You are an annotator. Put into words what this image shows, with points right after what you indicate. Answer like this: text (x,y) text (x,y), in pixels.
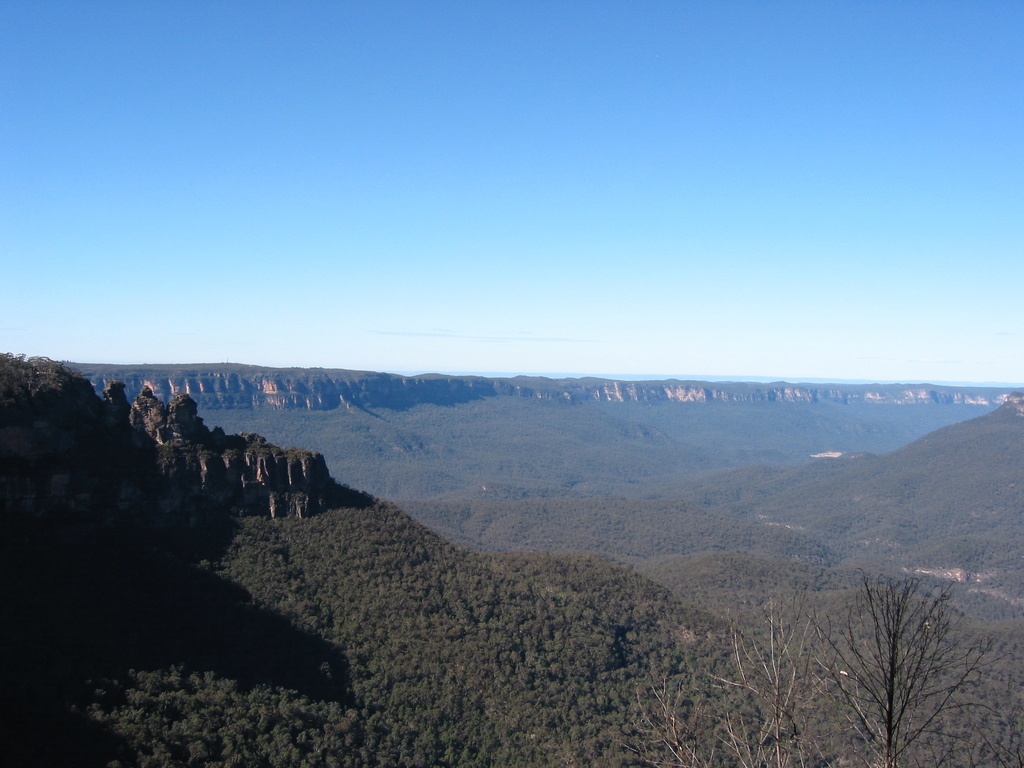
In the image we can see the mountains (283,384), trees (357,424) and the sky (598,279).
